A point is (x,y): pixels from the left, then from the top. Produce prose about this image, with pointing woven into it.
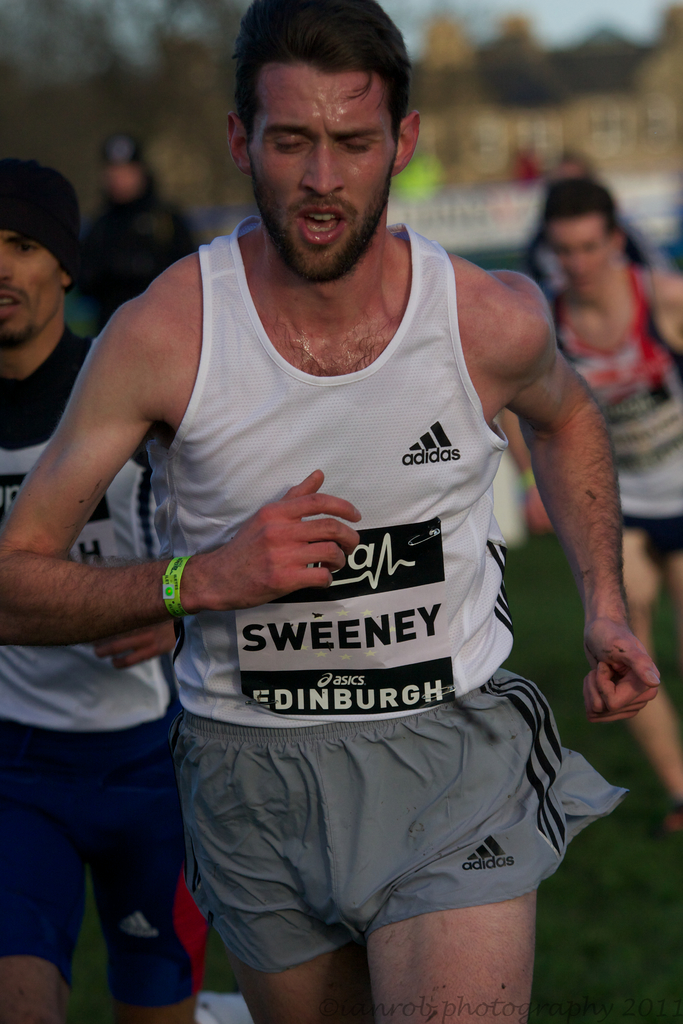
In this image there are people (382,851) running, in the background (477,64) it is blurred.
